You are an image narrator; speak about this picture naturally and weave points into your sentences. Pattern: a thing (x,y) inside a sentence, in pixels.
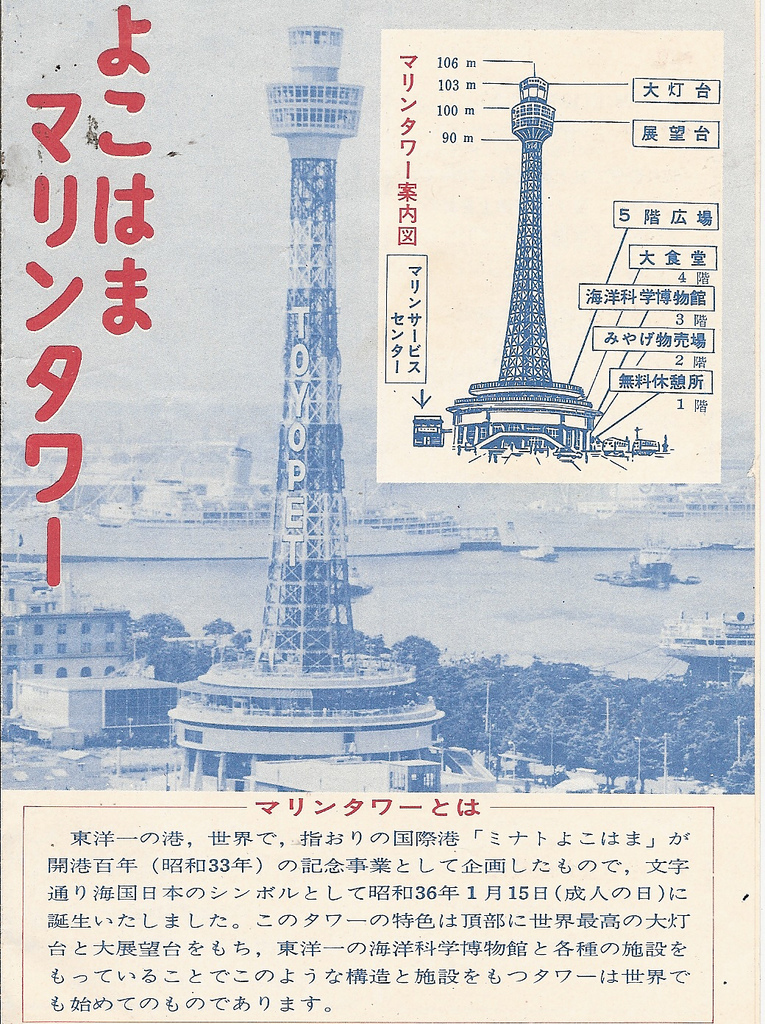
This is a paper (200,596). On that there is an article (97,551). In that there are buildings (263,656), trees (551,711) and water (484,575). In the water (444,563) there are ships (430,521). Also something is written on that.
